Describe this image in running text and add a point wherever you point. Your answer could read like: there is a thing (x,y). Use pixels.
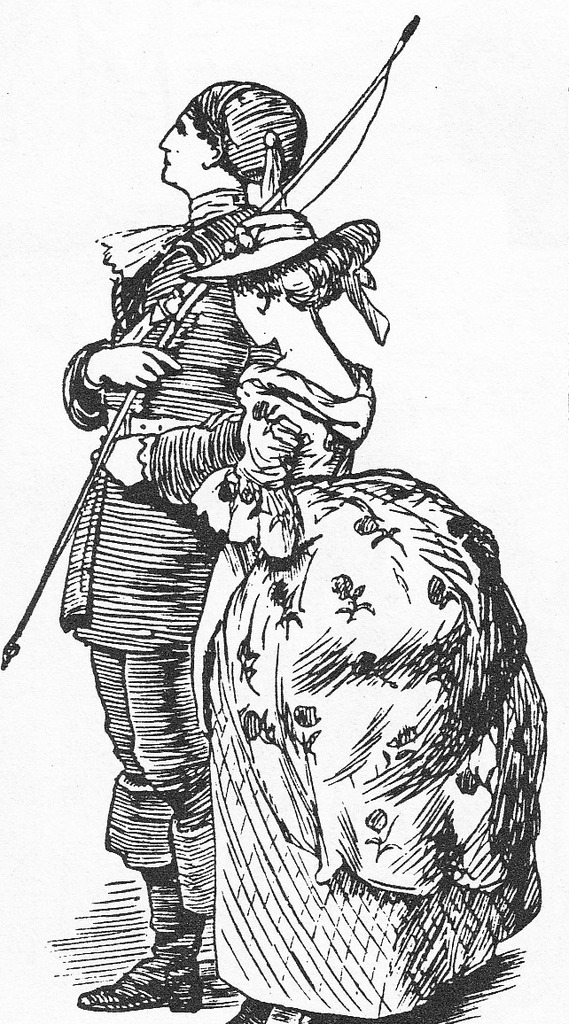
This is the drawing image in which a man (168,453) is standing and there is an object (380,568).
